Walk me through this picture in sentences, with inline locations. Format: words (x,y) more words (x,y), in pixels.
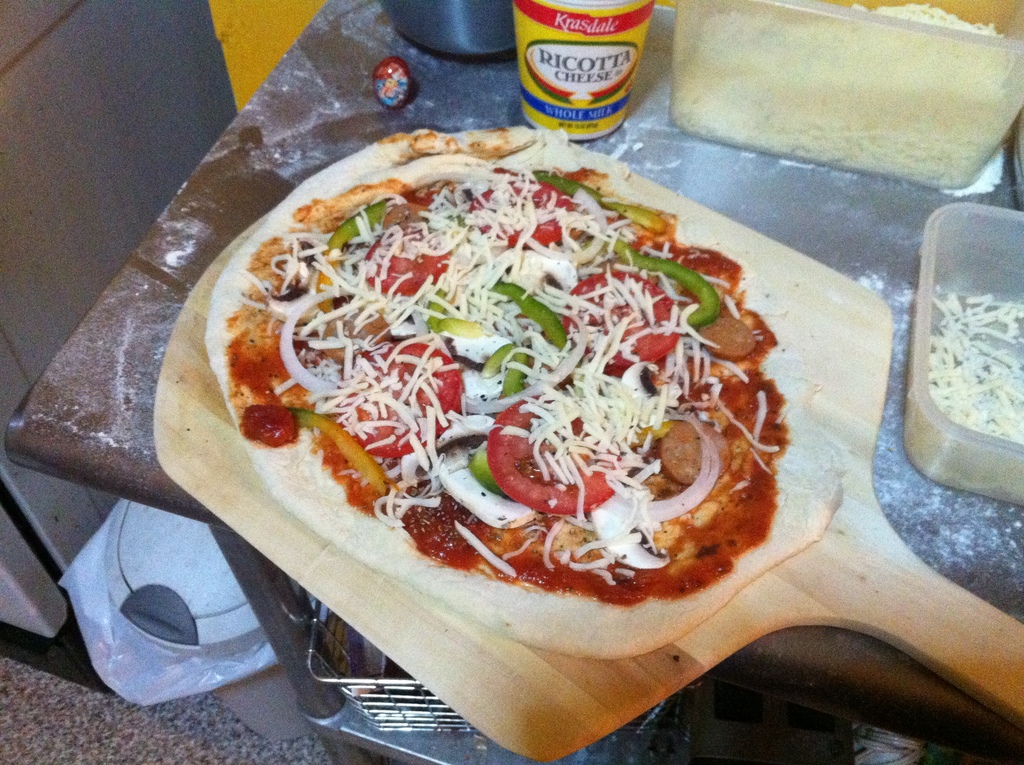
In this image I can see the food (570,642) on the cream color object (502,675). The food (501,522) is colorful. To the side I can see the bottle (530,78) and two boxes (847,121). These are on the brown color surface (213,216). To the left (129,605) I can see the dustbin (112,621) and the silver color object (358,701).
